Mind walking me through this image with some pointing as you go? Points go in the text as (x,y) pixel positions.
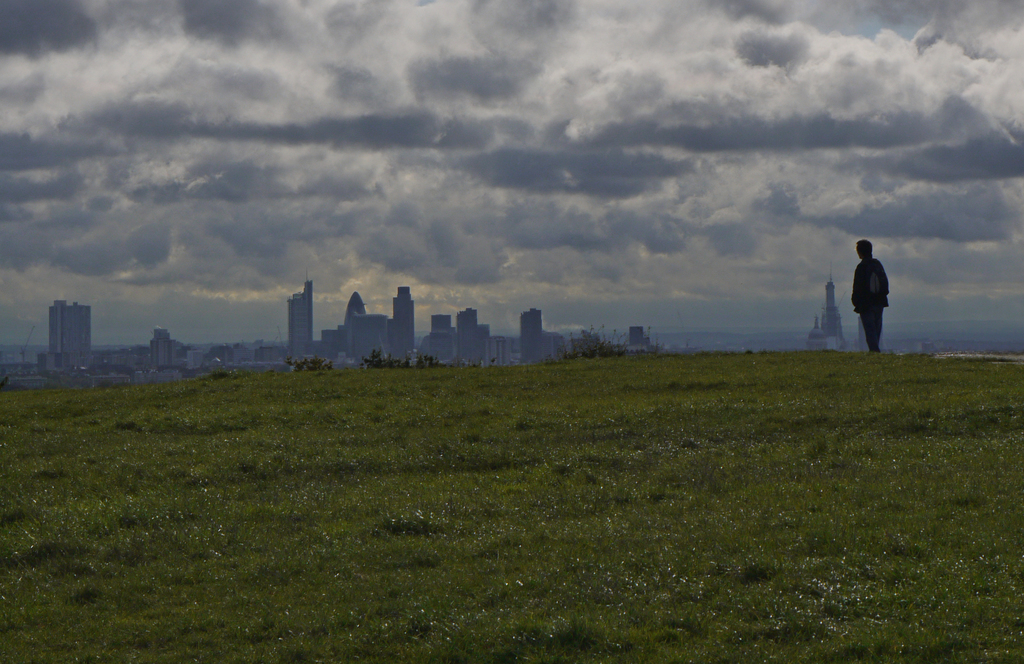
In this image in front (794,449) there is grass (511,494) on the surface (727,444). On the right side of the image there is a person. In the background of the image (419,350) there are buildings (393,331) and sky (530,149).
